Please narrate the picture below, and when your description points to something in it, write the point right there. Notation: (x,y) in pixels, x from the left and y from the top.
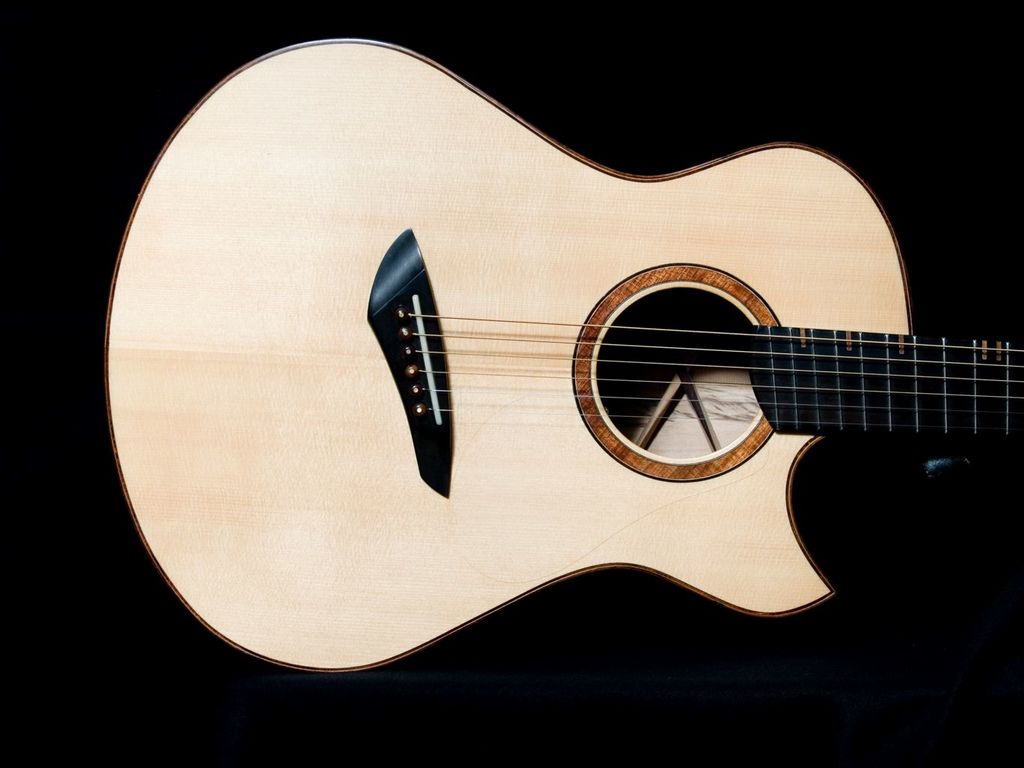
In the image we can see there is a guitar (391,380) which is in cream colour.
